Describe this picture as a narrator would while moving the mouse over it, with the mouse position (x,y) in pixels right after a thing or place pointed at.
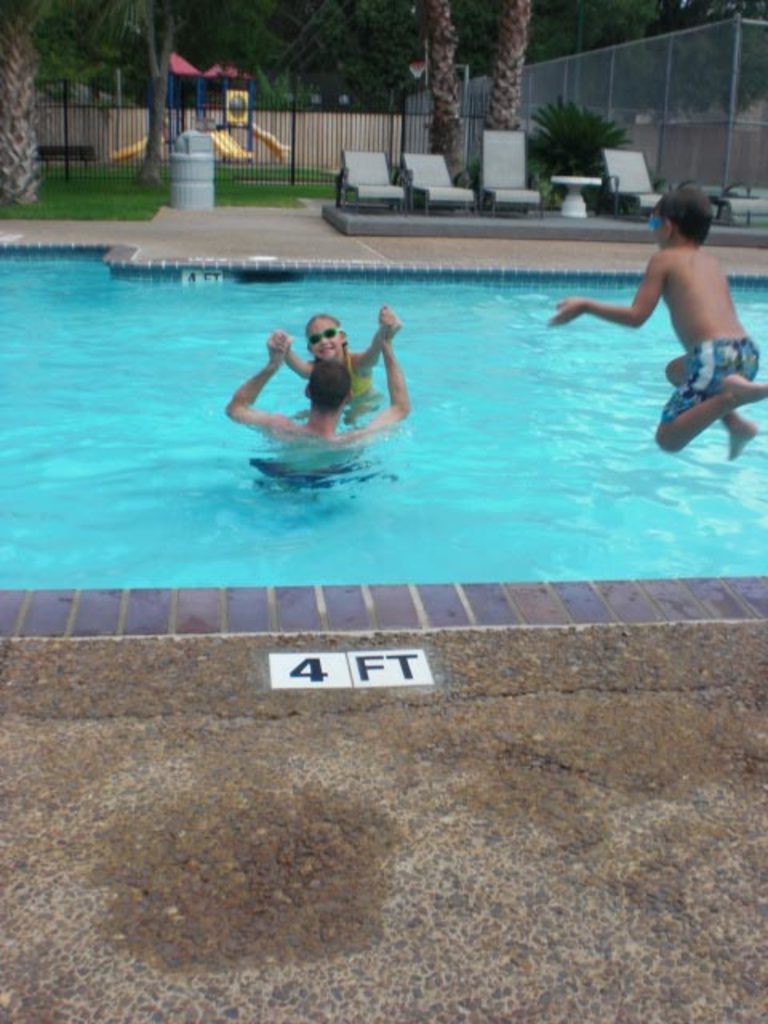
In this image we can see two people (332,407) in the swimming pool (541,426) and a person (713,268) is jumping into the pool (571,378) and in the background (196,169) there are chairs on the floor (461,223), a white color object (203,160) looks like a trash bin (186,174), a fence (54,174), slide (266,142) on the ground (220,187) and few trees (435,133).
